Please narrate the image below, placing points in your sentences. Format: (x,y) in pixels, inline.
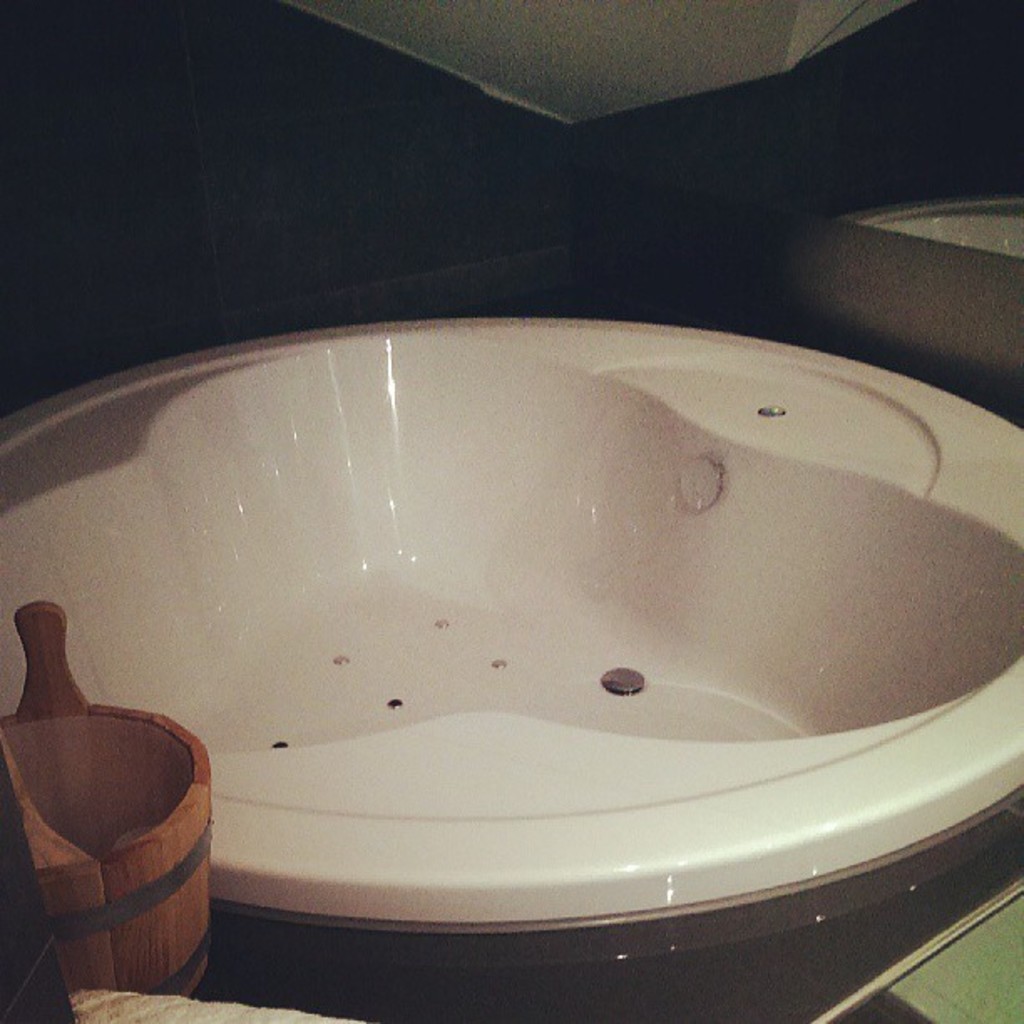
In the foreground of this image (115,824), there is a wooden object (117,887), two objects (115,992) at the bottom (109,1016) and a white color object (536,399) in the middle (436,386). The top side of the image (569,63) is not clear.
